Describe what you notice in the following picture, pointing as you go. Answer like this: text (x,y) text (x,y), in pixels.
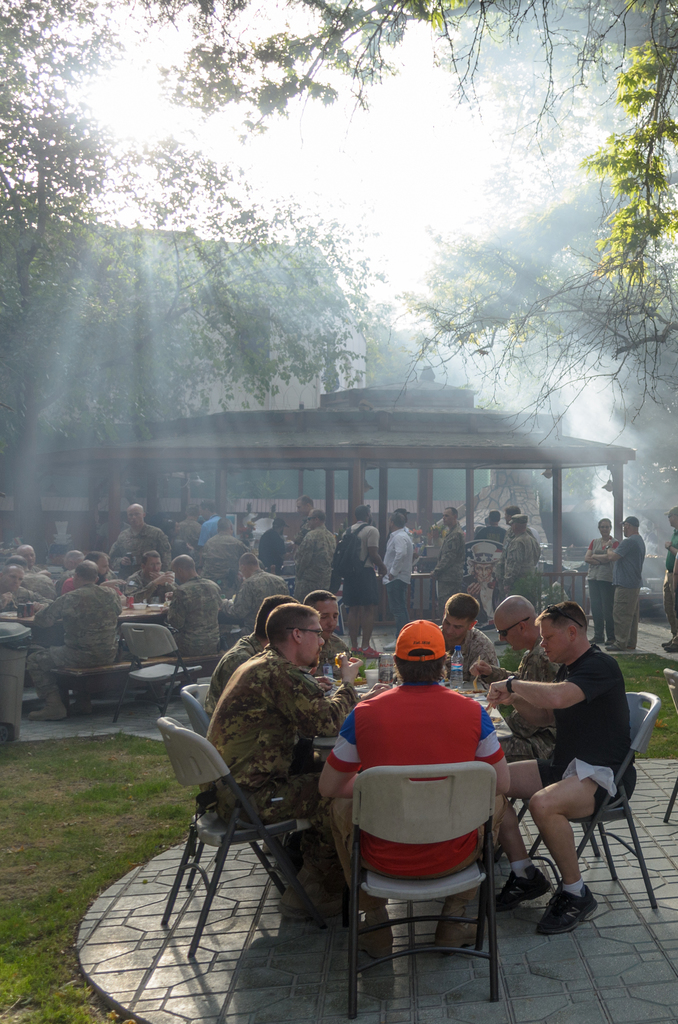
It is an open space (527,839) there are a lot of people (325,592) sitting and some of them are standing many people (328,600) are wearing a uniform (260,654), in the background (359,480) there are lot of pillars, Sunlight (356,172), trees (226,284) and sky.
